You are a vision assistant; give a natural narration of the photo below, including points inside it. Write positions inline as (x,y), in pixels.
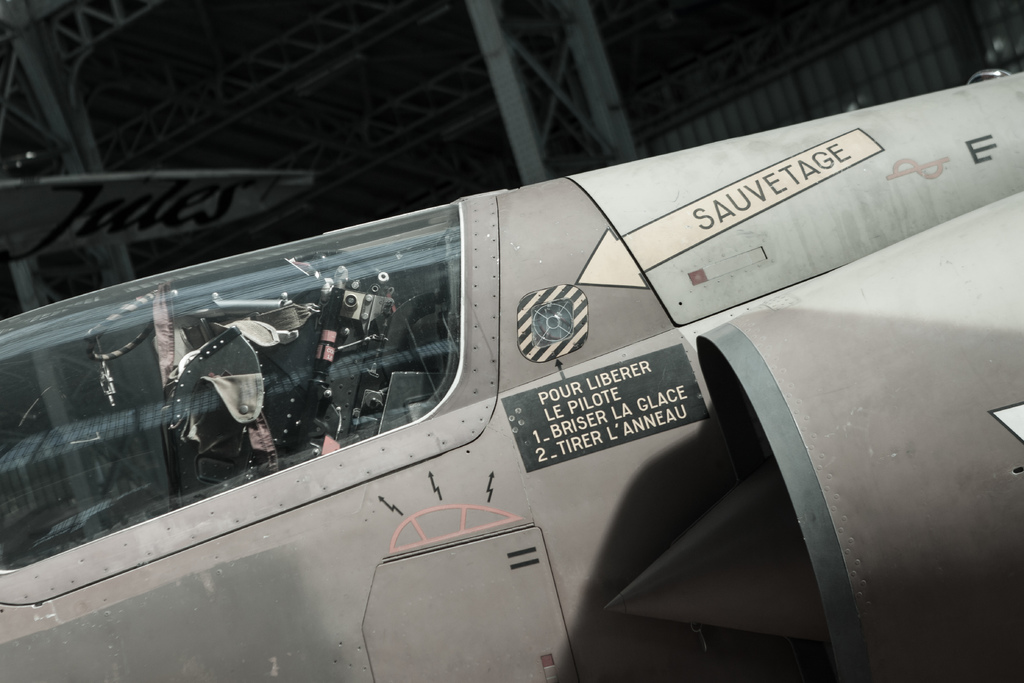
This picture contains an airplane (613,499) which is grey in color. We see some text (916,171) written on the airplane (506,397). Behind that, we see a pillar (598,50) and it is dark in the background (564,134).
